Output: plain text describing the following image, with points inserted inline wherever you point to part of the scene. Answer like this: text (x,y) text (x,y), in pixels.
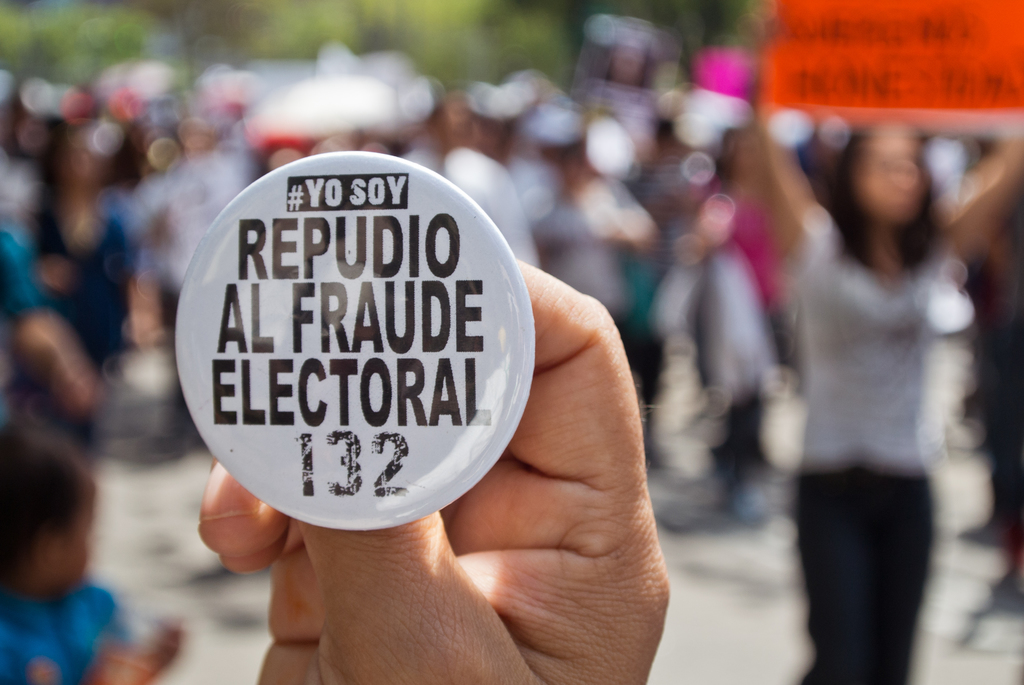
In this picture I can observe white color badge (267,369). There is some text (269,395) on the badge (349,311). In the background (104,230) there are some people (716,271) standing. The background (48,332) is blurred.
